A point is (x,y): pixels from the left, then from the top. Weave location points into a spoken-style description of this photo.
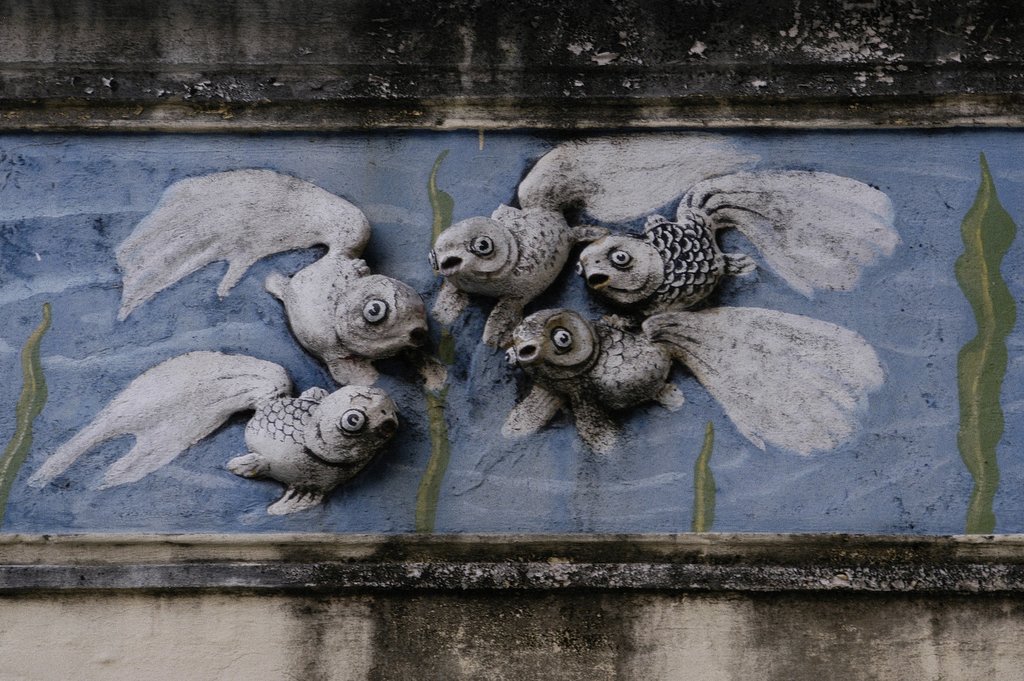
In this image, we can see some sculptures (626,361) on the wall (497,531).
